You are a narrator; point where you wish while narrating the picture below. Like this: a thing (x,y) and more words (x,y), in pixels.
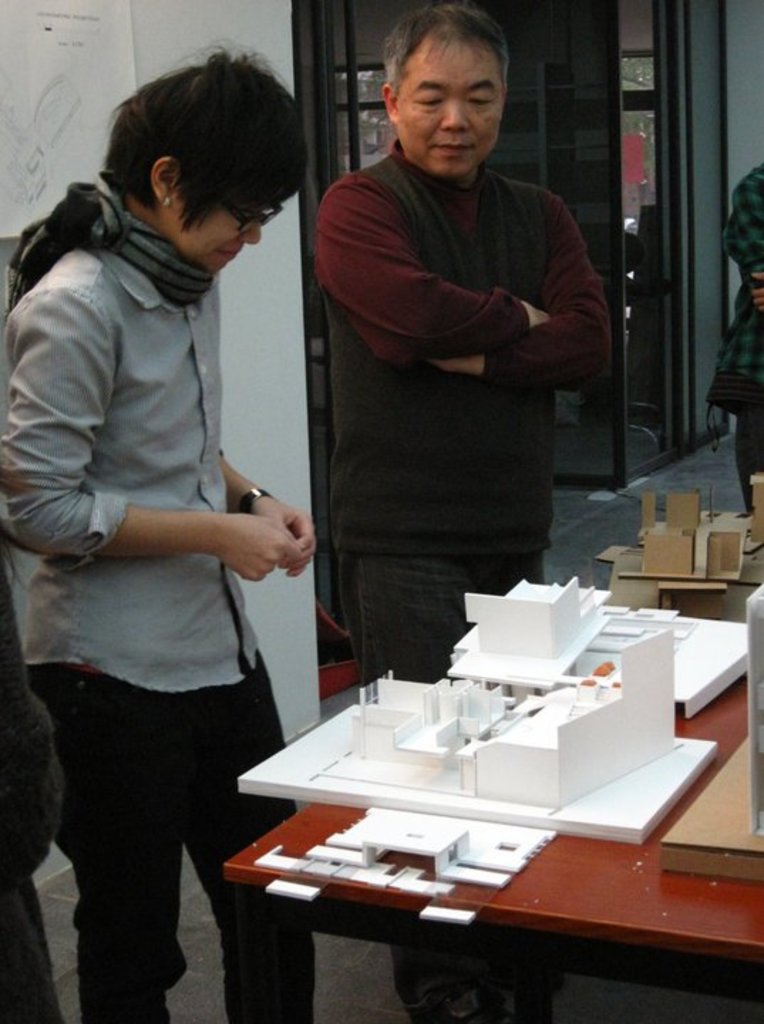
In this picture we have two people (432,548) standing in front of the table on which there are some things (457,779) and behind there is a door (617,206).
